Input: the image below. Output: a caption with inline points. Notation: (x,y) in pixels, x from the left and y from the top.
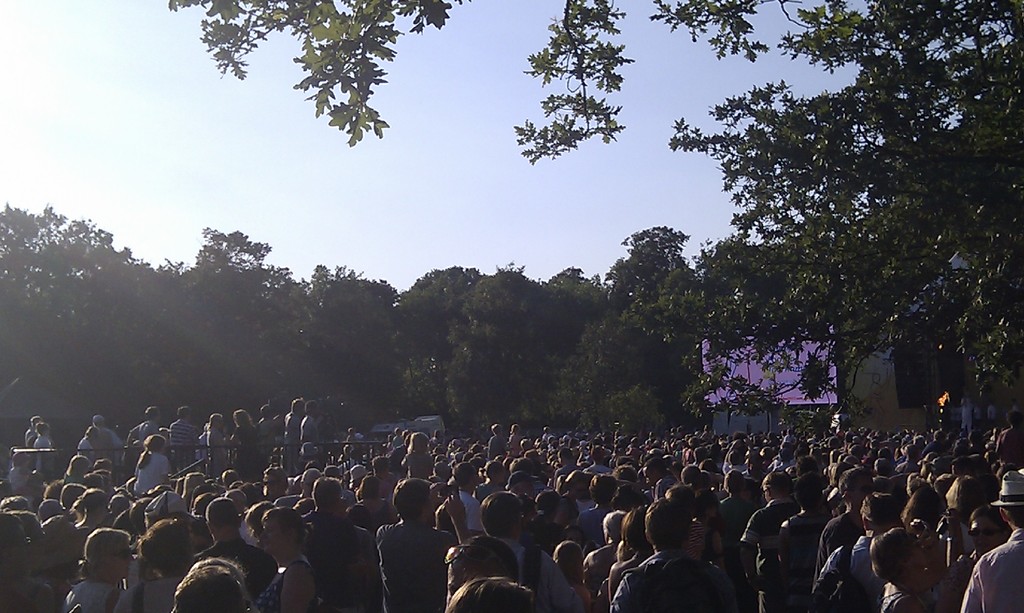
In this image I can see the group of people (721,456) standing. I can see few trees (559,303), screen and fencing (283,444). The sky (492,149) is in blue and white color.
